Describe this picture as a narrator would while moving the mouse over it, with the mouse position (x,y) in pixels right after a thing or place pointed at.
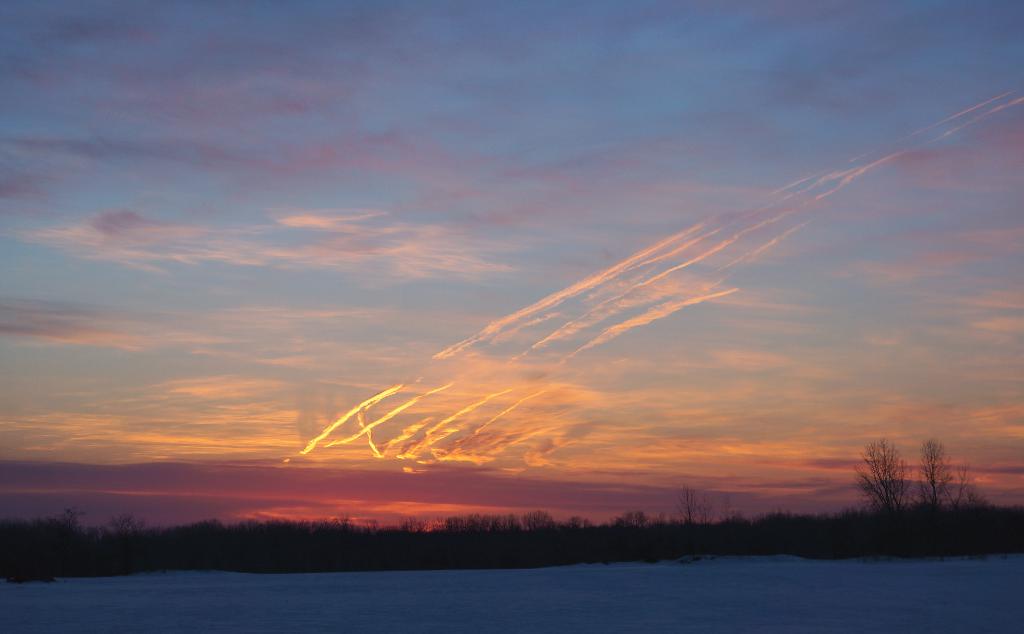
In the picture we can see a white surface (811,598) with a snow (252,604) and behind it we can see plants (674,554) and trees (493,555) in the dark and behind it we can see a sky (385,471) with sun rays (438,419).
